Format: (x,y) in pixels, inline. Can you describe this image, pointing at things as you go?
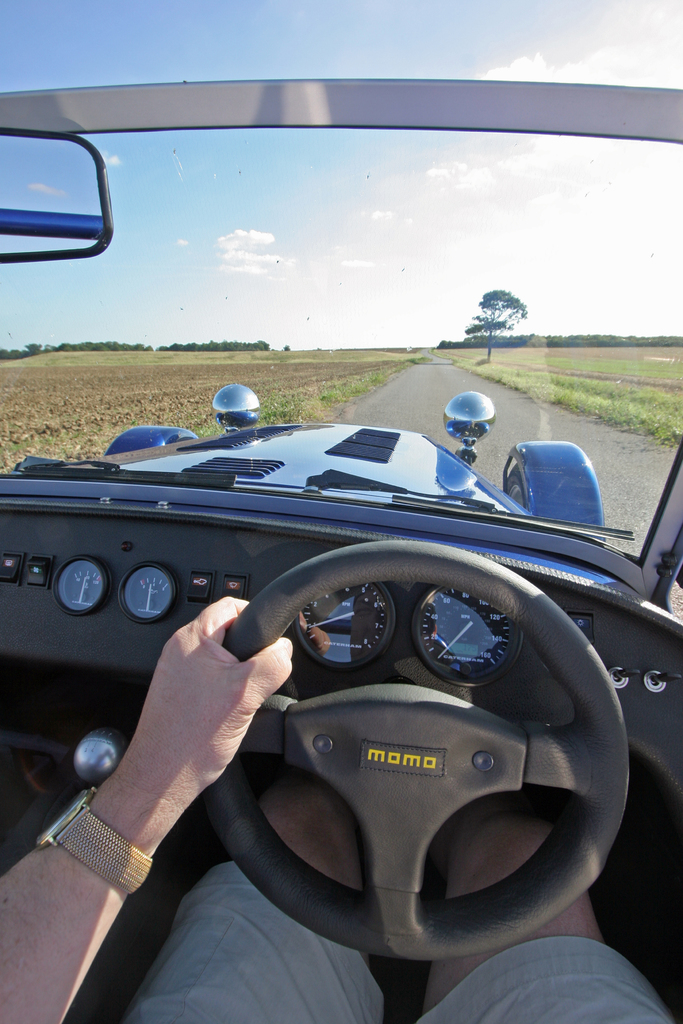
There is a person (205,884) sitting in a vehicle (288,685) and holding steering (233,634) with one of his hand (280,667) and the ground (221,375) is greenery (252,360) on either sides of him and there are trees (438,347) in the background (649,340).
